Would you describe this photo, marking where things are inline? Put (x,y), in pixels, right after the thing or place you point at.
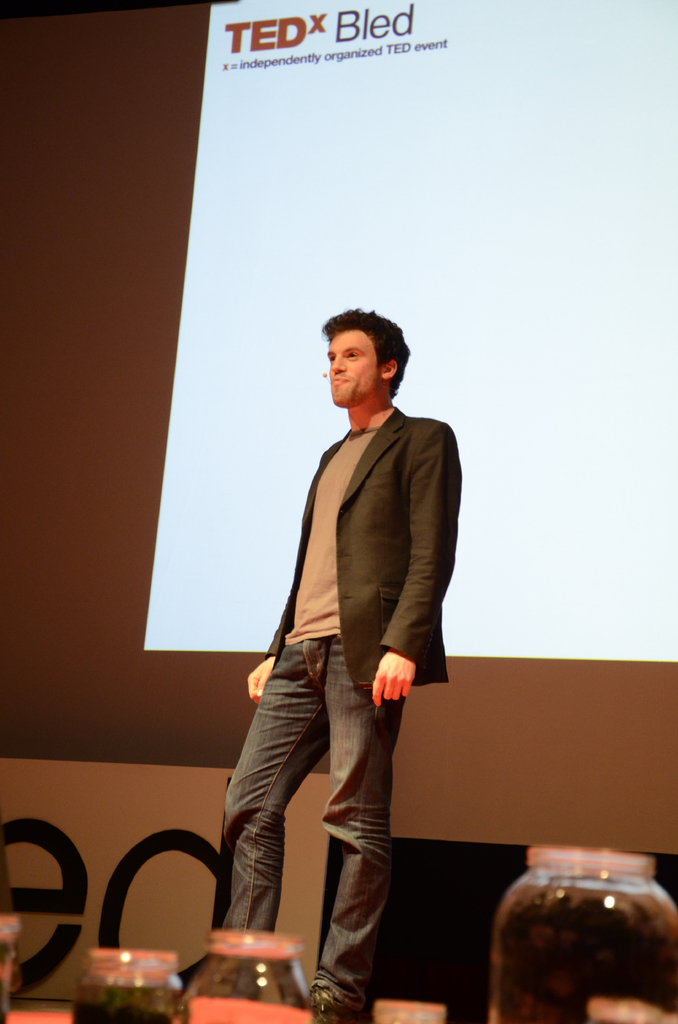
In this image a man (342,331) standing on a stage (406,851) and speaking. He is wearing a blazer (413,465), t shirt (339,490) and a jeans (366,732). In the bottom of the image (677,1003) there are some jars (2,986). In the background (401,53) there is a projector (276,67) and some text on it.
